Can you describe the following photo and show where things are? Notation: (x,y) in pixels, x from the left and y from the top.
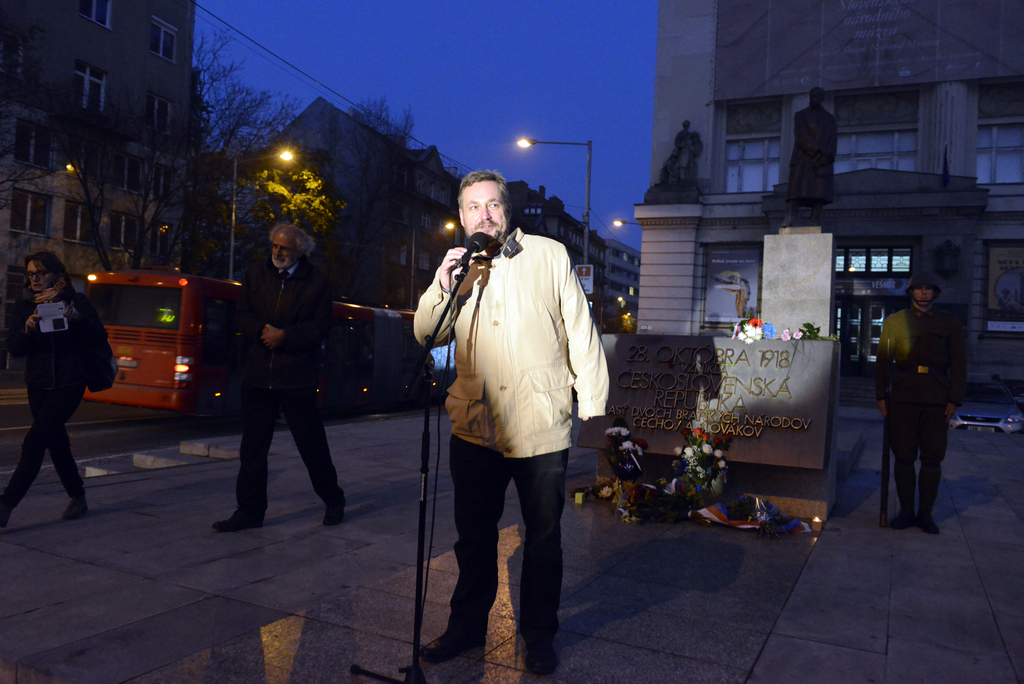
In this image a man (504,395) standing on a footpath (381,458) in front of him there is a mic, two persons (253,431) are walking on a footpath (196,510), beside that there is a road (113,429) on that road (139,418) there is a bus (187,373), in the background (574,144) there are trees (265,209), buildings (423,208), light poles (585,238), on the right a man (878,389) is standing.
